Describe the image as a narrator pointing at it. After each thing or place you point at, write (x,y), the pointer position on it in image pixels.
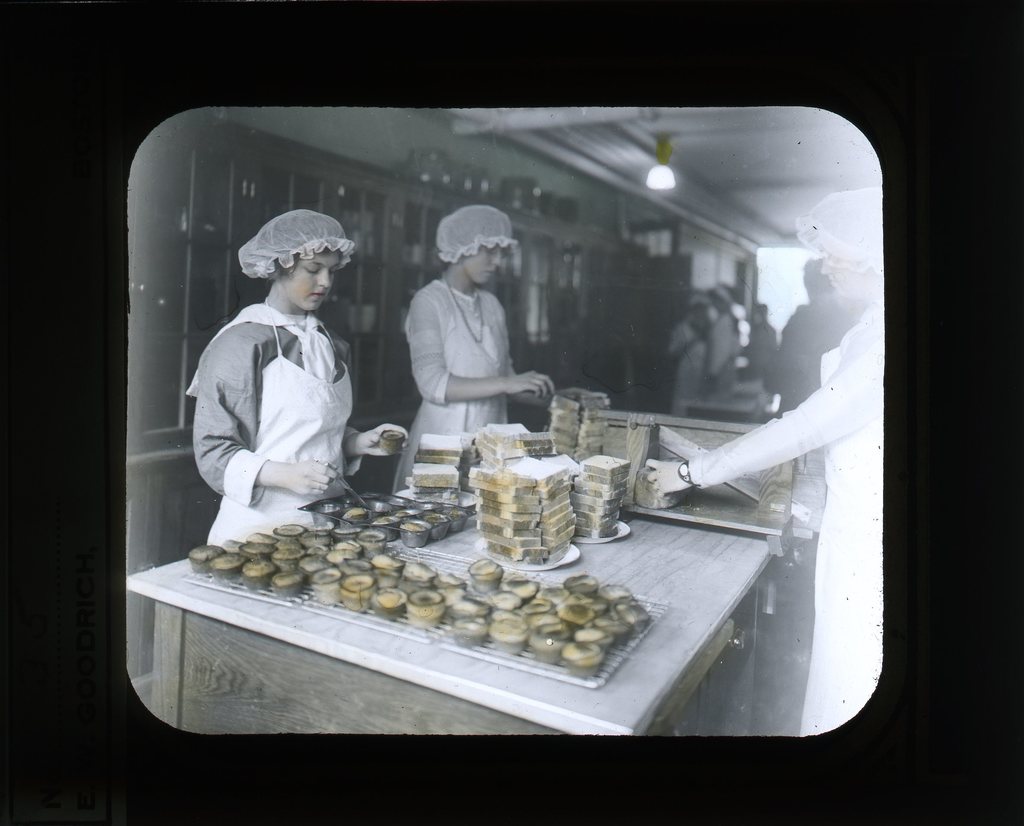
There is a screen (514,386), in which, there are persons (234,422) standing in front of a table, on which, there are some food items (570,446), and working. In the background (792,347), there are other persons (758,309), there are some objects (526,190) on the cupboards (600,232) and there is a light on the white color roof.
